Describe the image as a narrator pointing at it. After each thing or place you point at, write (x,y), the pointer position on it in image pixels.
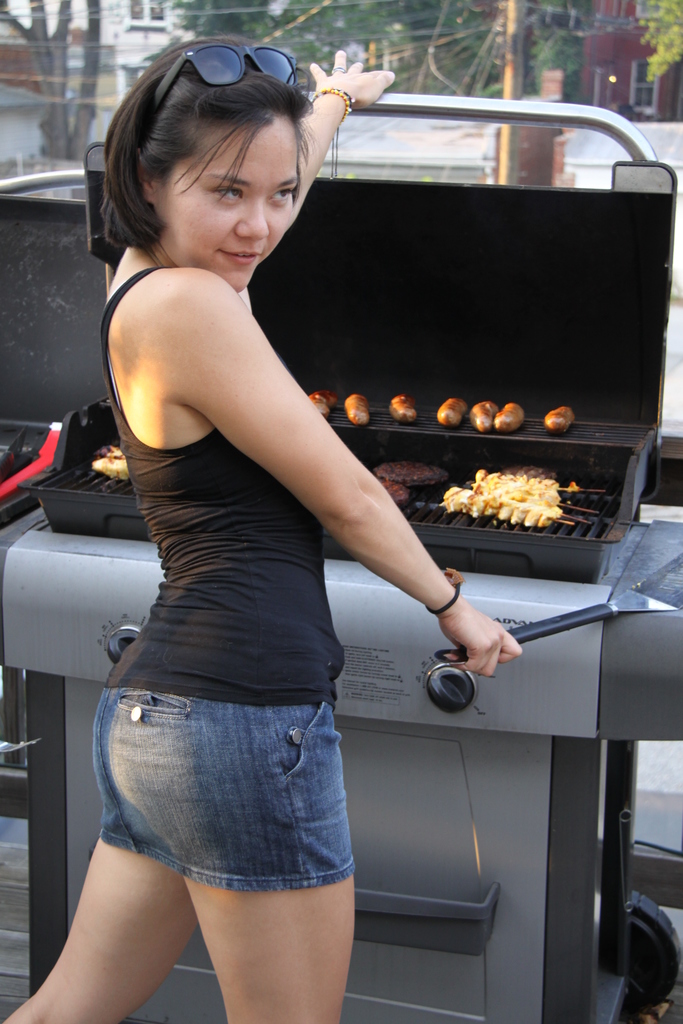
This is a zoomed in picture. In the foreground (176,301) there is a person (167,362) wearing black color t-shirt (223,573), holding some object (537,625) and standing and we can see there are some food items (492,518) on a stove (138,594). In the background (549,11) we can see the trees (245,6), buildings (108,39) and some other items (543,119).
